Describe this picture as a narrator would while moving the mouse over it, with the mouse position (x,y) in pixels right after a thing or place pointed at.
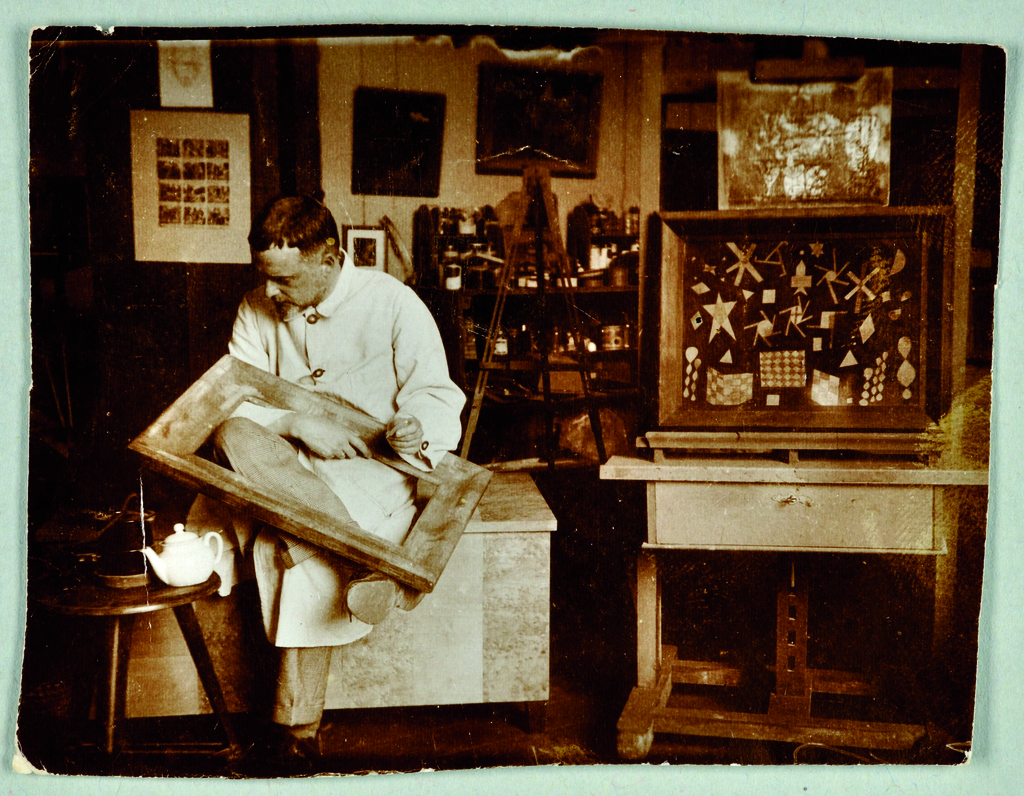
In this image I can see an old photograph (346,407) in which I can see a person (368,482) sitting and holding an object (395,561). I can see a table (160,597) in front of him and on it I can see a teapot (206,558). I can see the dark background (191,218) in which I can see few objects (665,220).
